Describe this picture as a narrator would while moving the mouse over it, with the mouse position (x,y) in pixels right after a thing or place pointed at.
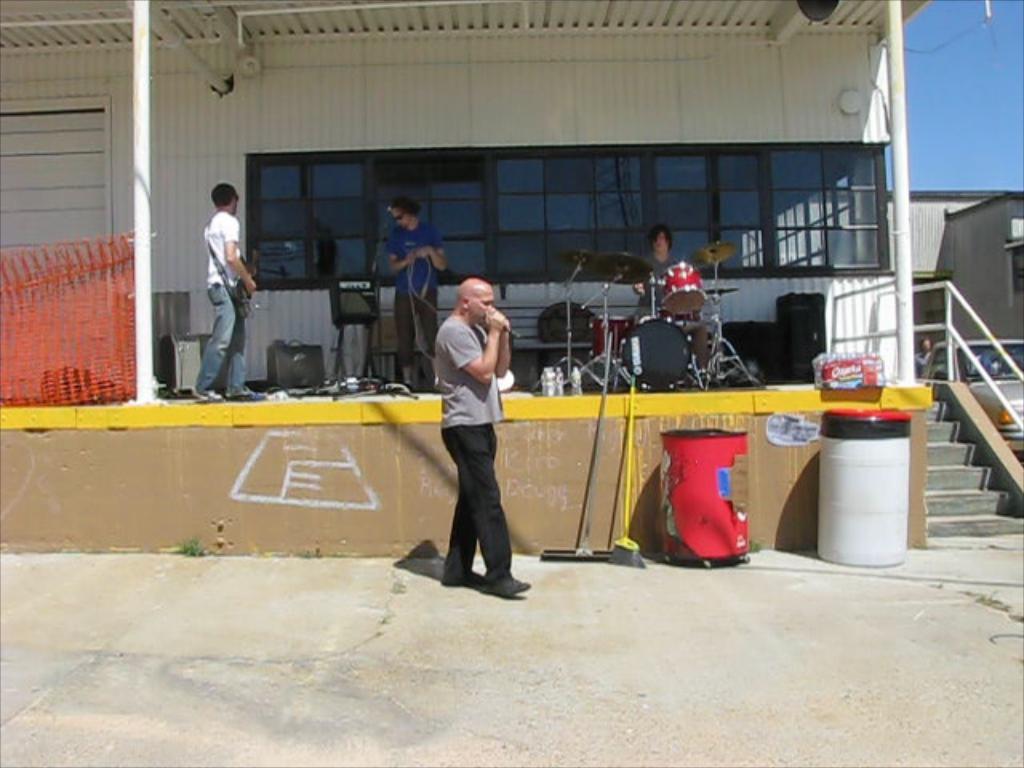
In the center of the image (457,360) a man (462,387) is standing and holding a mic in his hand (498,326). In the middle of the image (430,274) three persons (408,284) are there. Left person (234,263) is carrying a guitar (249,279), middle person (425,244) is holding a wire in his hand (421,258), third person (648,261) is sitting and playing a drums (665,296). In the background of the image (235,159) there is a wall (304,140). On the left side of the image (119,326) mesh (126,331) is present. At the bottom of the image (454,699) ground (529,672) is there. On the right side of the image (880,523) we can see the containers (710,451), wipers (606,398) are present. On the right side of the image (963,359) car (1008,351), stairs (948,434) and pole (894,160) are there. At the top right corner (983,78) sky (990,66) is present.
